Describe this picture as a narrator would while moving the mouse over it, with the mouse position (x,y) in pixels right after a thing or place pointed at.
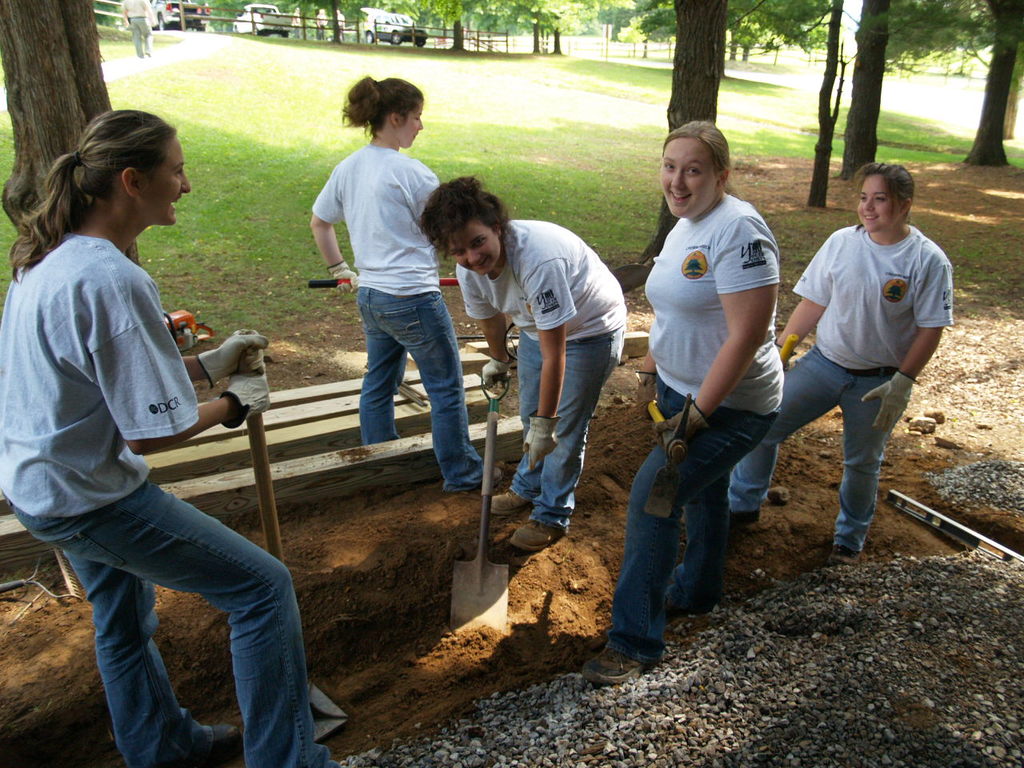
In this image I can see few women (456,464) and I can see all of them are wearing jeans (174,697), gloves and white colour t shirts (381,245). I can see they all are holding equipment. In the background (589,115) I can see number of trees (987,82), grass ground (445,140), few vehicles (284,18) and one more person (147,31) over there. I can also see smile on few faces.
